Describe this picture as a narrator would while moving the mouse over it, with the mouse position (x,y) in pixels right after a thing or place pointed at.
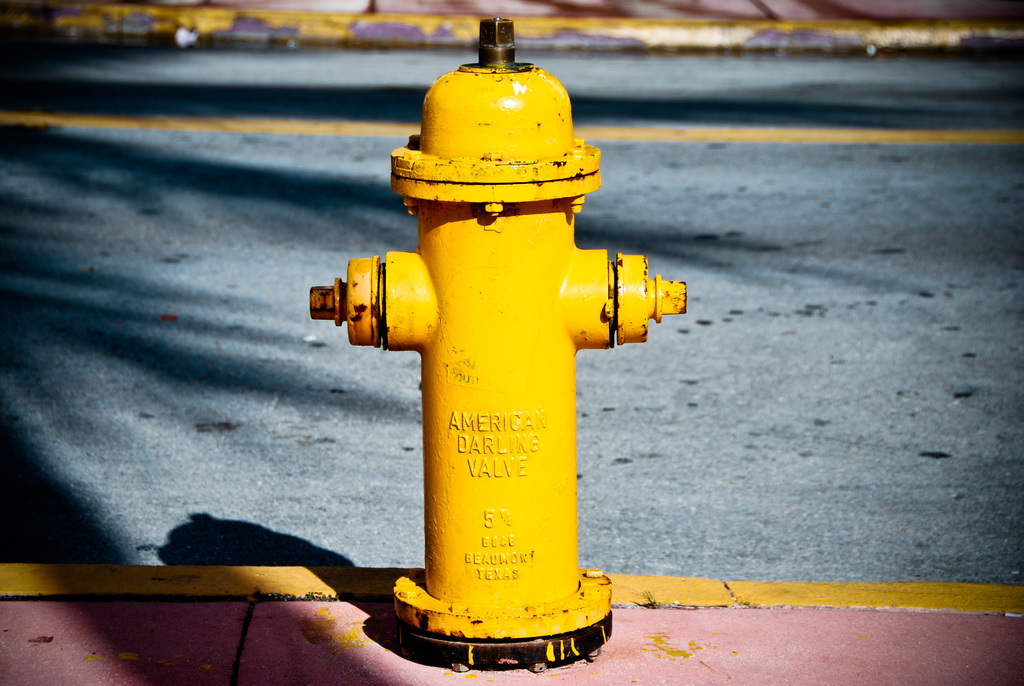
This picture is clicked outside. In the center (600,257) we can see text (509,437) on the yellow color water hydrant (558,347). In the background (116,350) we can see the concrete road (881,267) and the shadows (223,526) of some objects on the road (723,98).
